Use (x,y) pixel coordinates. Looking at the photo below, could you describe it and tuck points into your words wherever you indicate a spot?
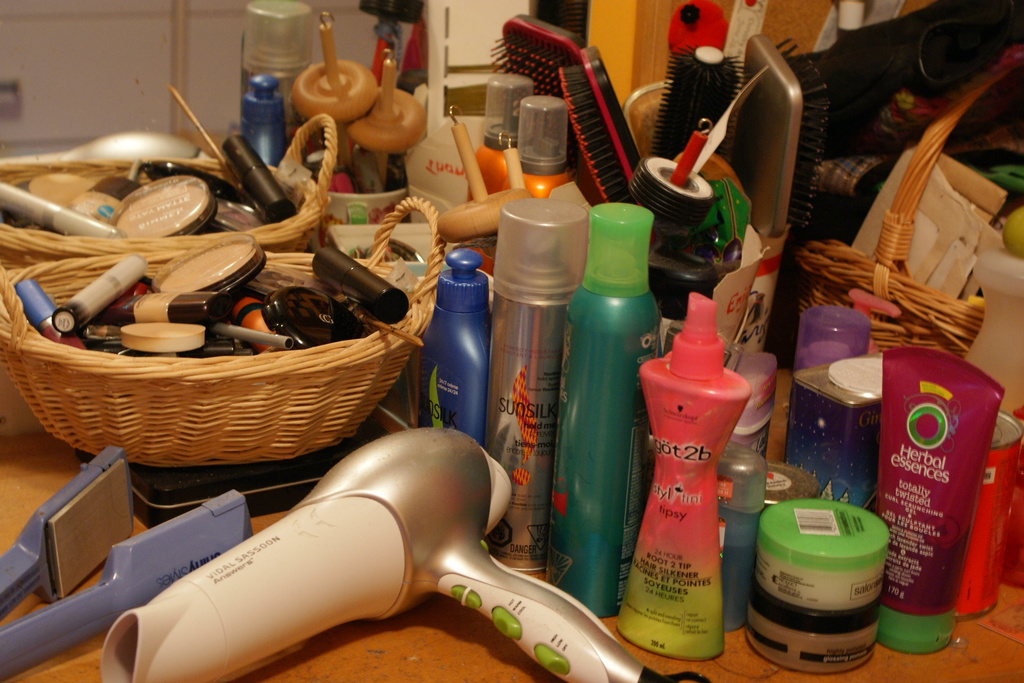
This picture is consists of make up items (506,74) as there are perfumes (709,492), combs (682,95), creams (823,577), hair dryer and all the stuff of make up (297,289).
